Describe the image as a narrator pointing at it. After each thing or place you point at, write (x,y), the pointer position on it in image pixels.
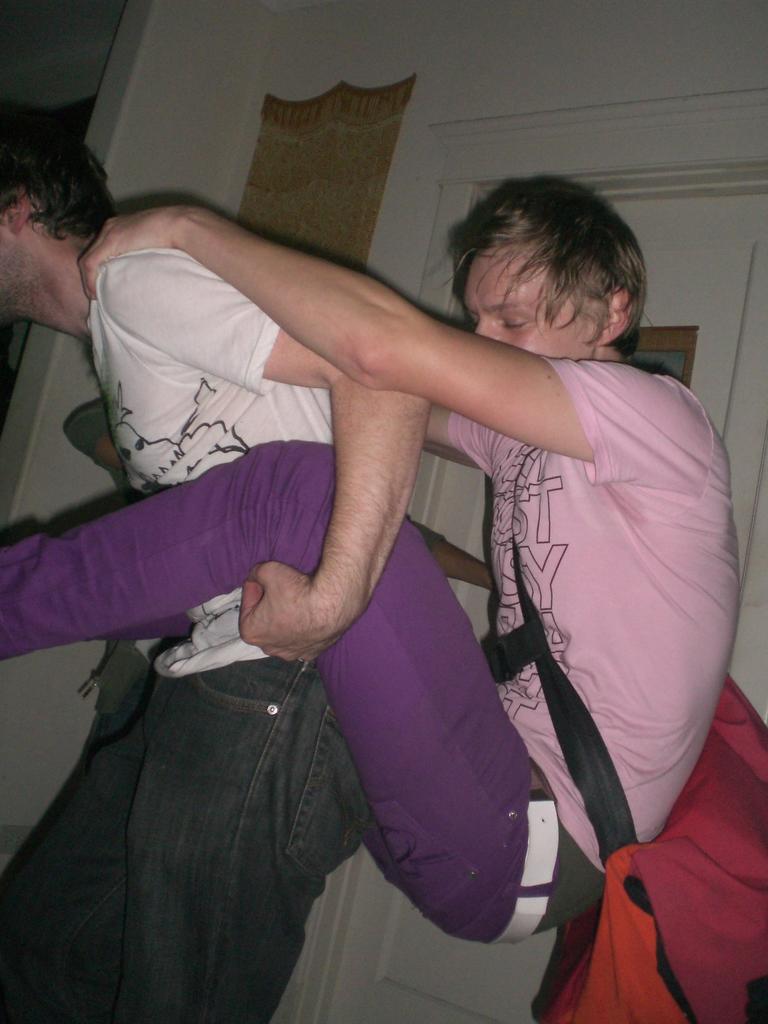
In this image we can see a person (291,423) carrying another person (508,510). In the background of the image (402,1018) there is a door (367,988). There is wall (627,65).
